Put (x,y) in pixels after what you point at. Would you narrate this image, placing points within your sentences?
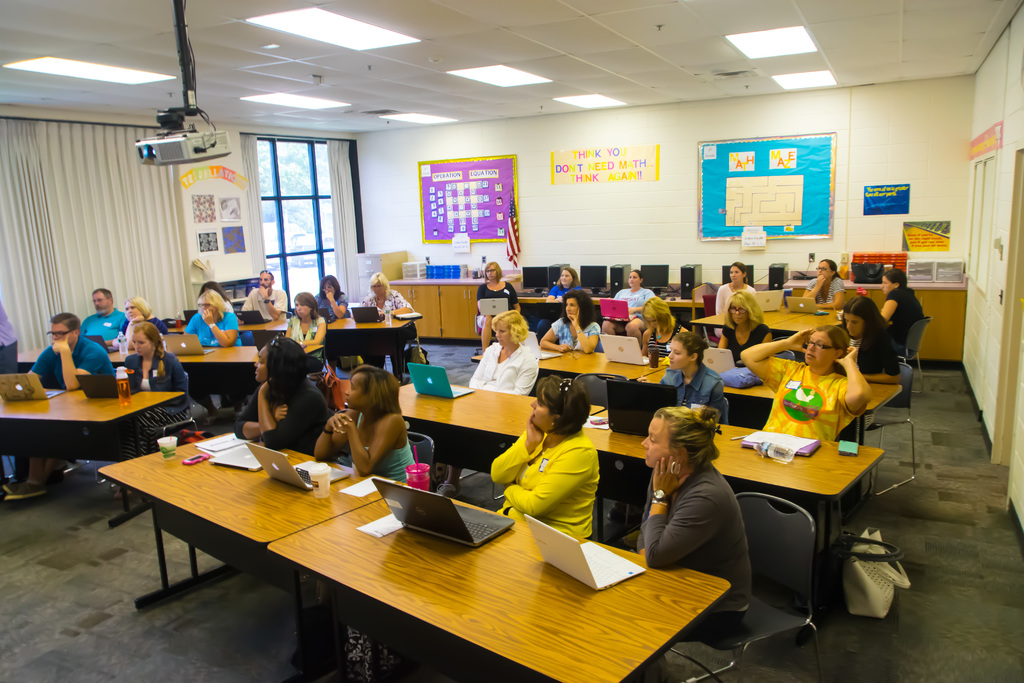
Every person (572,282) is sitting on a chair (908,376). In-front of them there is a table (74,393), on table (44,411) there are laptops (39,381), bottle (118,379), cup (170,443) and papers (220,440). Posters (223,206) on wall (669,197). Window (303,217) with curtains (110,222). Projector (161,142) is hanging with help of roof top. At last there are monitors (647,280) with CPU (687,283). Beside this table (832,495) there is a handbag (848,591).
